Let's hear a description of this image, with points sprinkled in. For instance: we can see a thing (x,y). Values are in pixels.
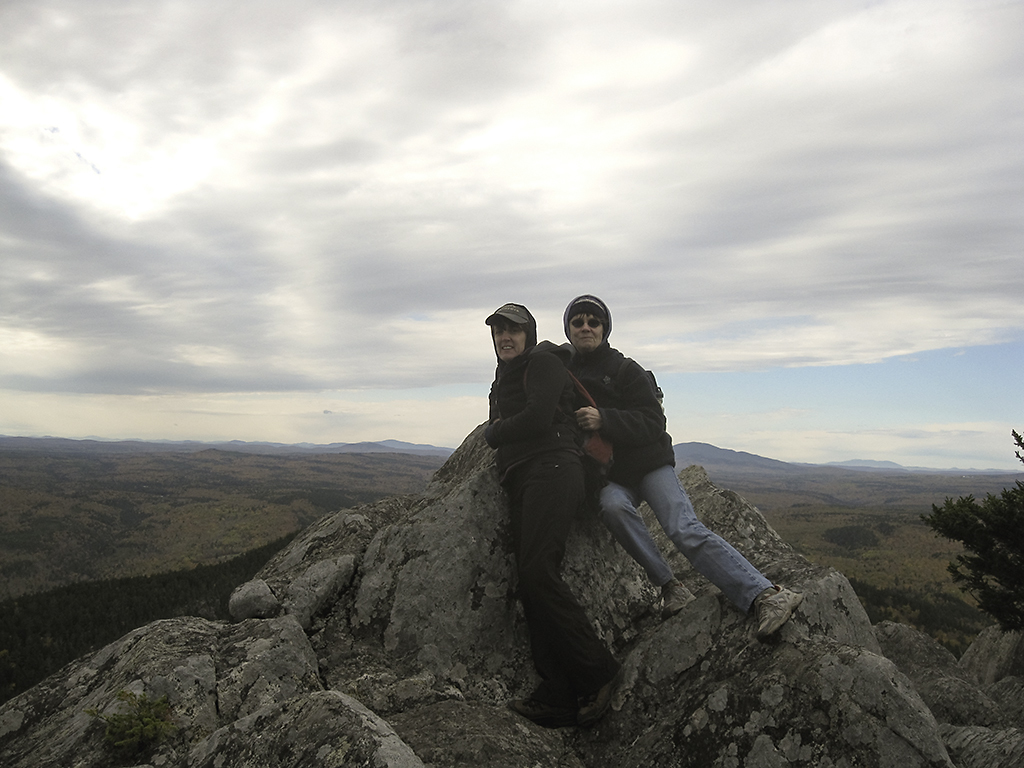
In the picture I can see two persons (752,586) standing on the rock (751,652) and they are in the middle of the picture (574,394). I can see a tree (979,564) on the right side (993,561). In the background (962,475), I can see the hills (938,479). There are clouds (416,421) in the sky (883,432).
